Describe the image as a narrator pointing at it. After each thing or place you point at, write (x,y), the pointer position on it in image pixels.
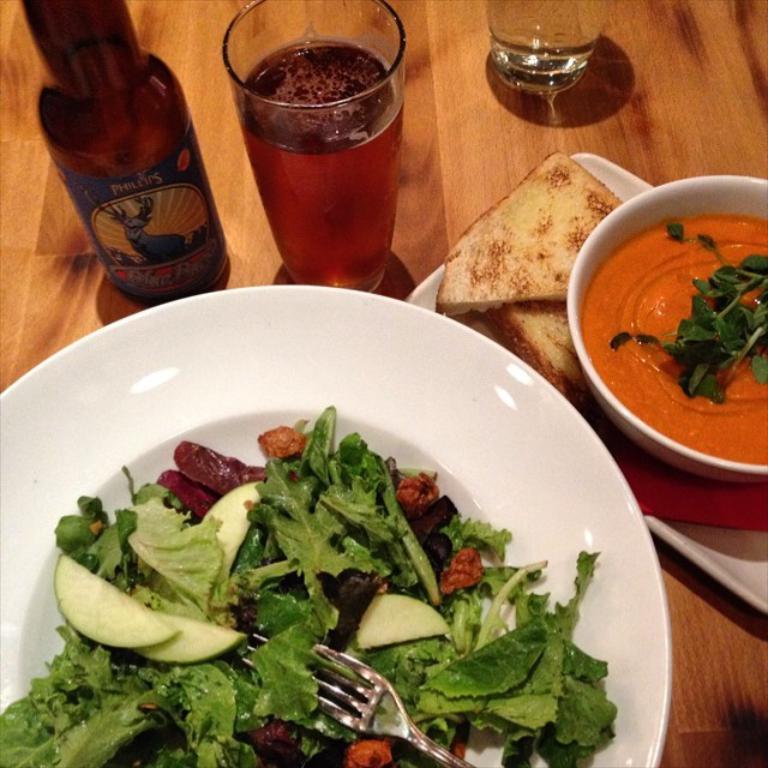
On a wooden table (19,297) there is a white plate (258,635) which contains salad (270,719) and a fork (400,723). There are breads (542,178) and other food items (686,261) in a bowl (575,326). There are glasses (386,107) and a glass bottle (148,186).
